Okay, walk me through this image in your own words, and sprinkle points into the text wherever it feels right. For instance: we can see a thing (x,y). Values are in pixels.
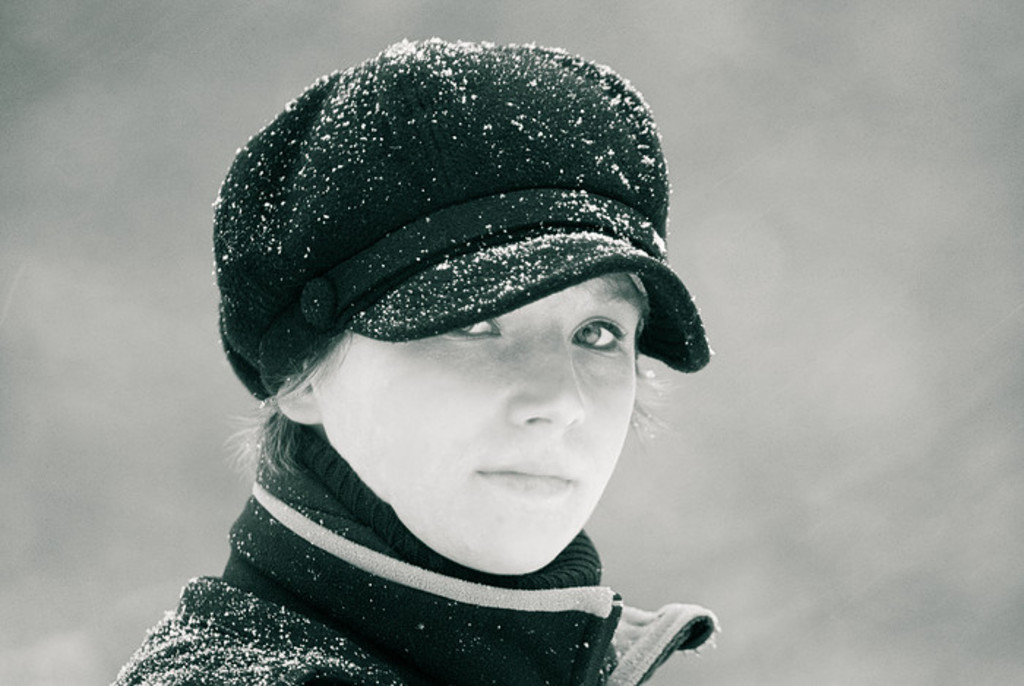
In the image there is a woman (392,396), she is wearing a jacket (565,618) and a hat (441,270), there are some snow particles (261,666) on the hat (606,221) and jacket (305,640).
